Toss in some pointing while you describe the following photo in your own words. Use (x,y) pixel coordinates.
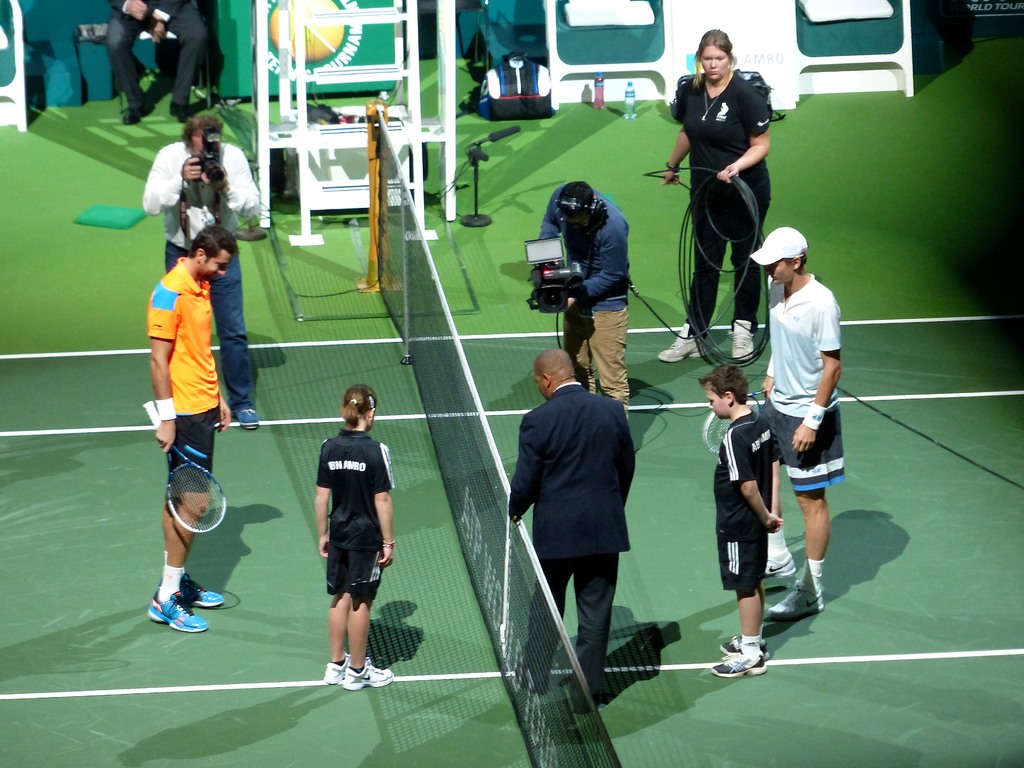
This picture is consists of tennis players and there are two men (596,237), they taking the video, it seems to be tennis ground (676,499) and there is a ladder (444,87) at the center of the image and there is a lady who is standing at the right side of the image (708,50) and she is holding the wires (743,316) in her hand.
